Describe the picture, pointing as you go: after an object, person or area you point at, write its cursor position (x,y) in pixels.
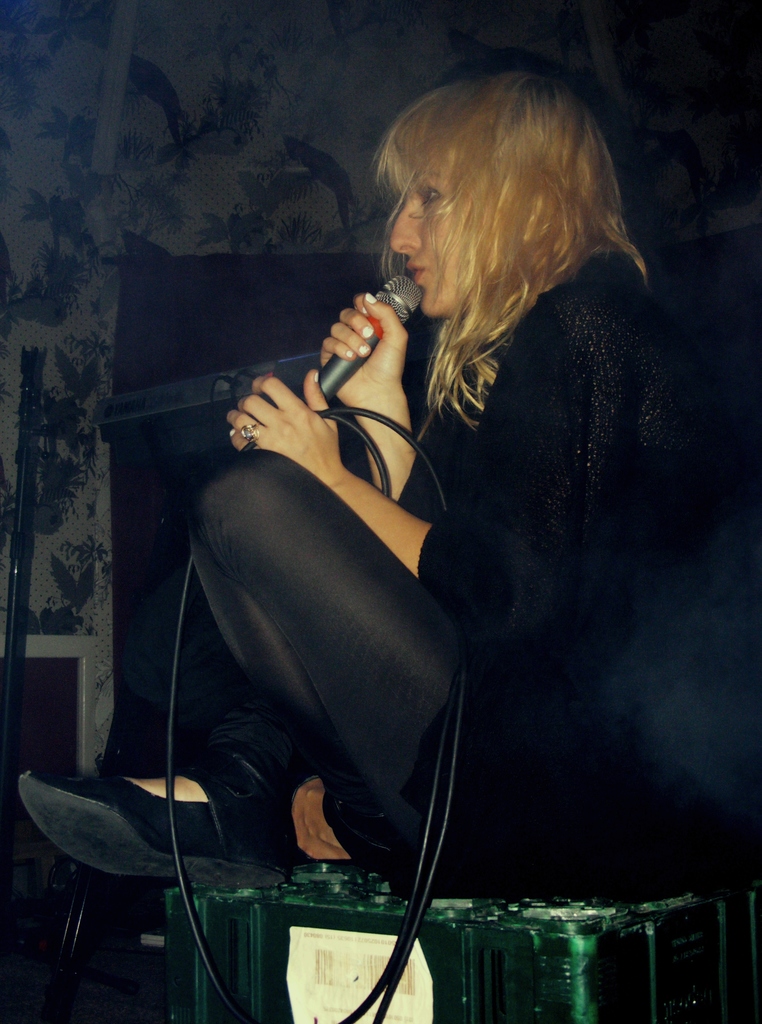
In the center of the image (392,471) we can see a lady (495,464) sitting and holding a mic (344,381). At the bottom (227,968) there is an object (532,907). In the background (235,219) there is a wall (223,163) and we can see a music rack (171,445). On the left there is a stand (16,546).
